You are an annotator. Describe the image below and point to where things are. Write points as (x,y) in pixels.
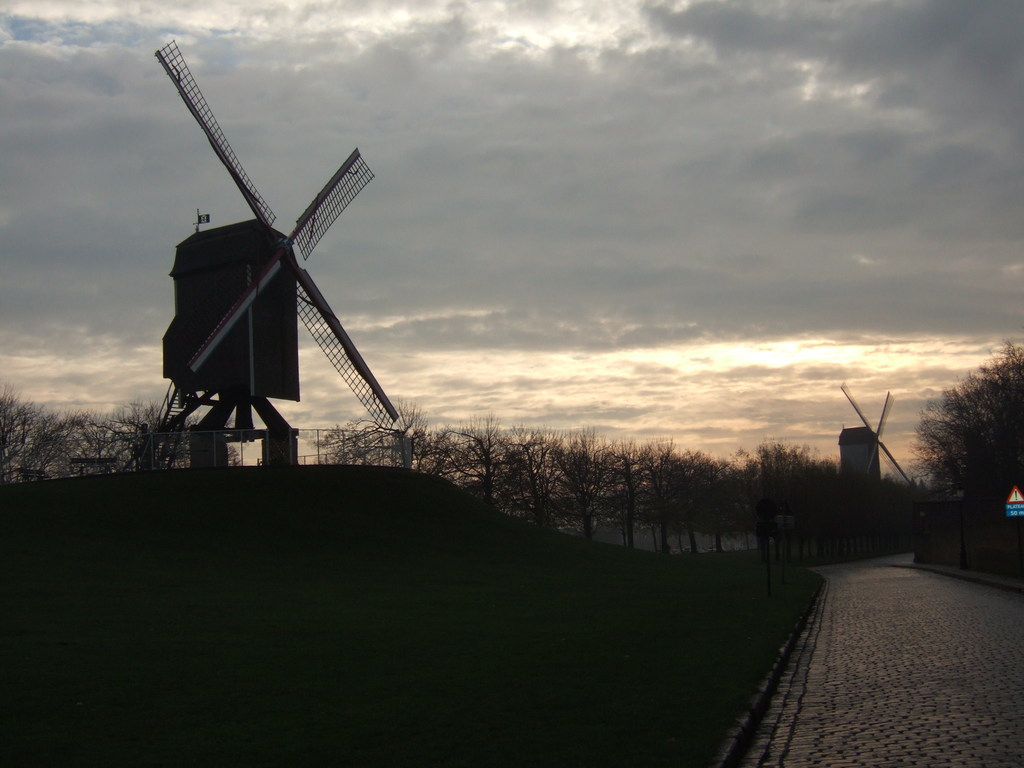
This picture contains two windmills (268,352). At the bottom of the picture (379,638), it is black in color. In the right bottom of the picture (889,612), we see the road (843,646). There are trees (622,505) in the background (452,456). At the top of the picture (594,133), we see the sky (463,321). This picture is clicked in the dark. On the right side (1019,497), we see a board (1011,513) with some text (1007,509) written on it.
